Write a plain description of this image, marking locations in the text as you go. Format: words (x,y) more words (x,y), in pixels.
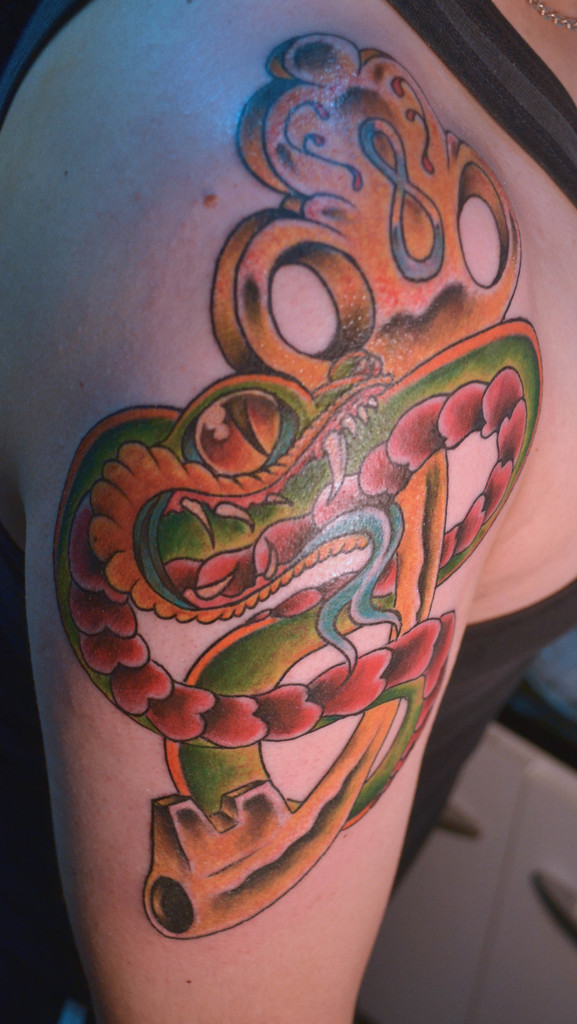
In the image there is a person (441,22) standing in the front (65,486) with a tattoo (281,607) on her shoulder (364,521).
